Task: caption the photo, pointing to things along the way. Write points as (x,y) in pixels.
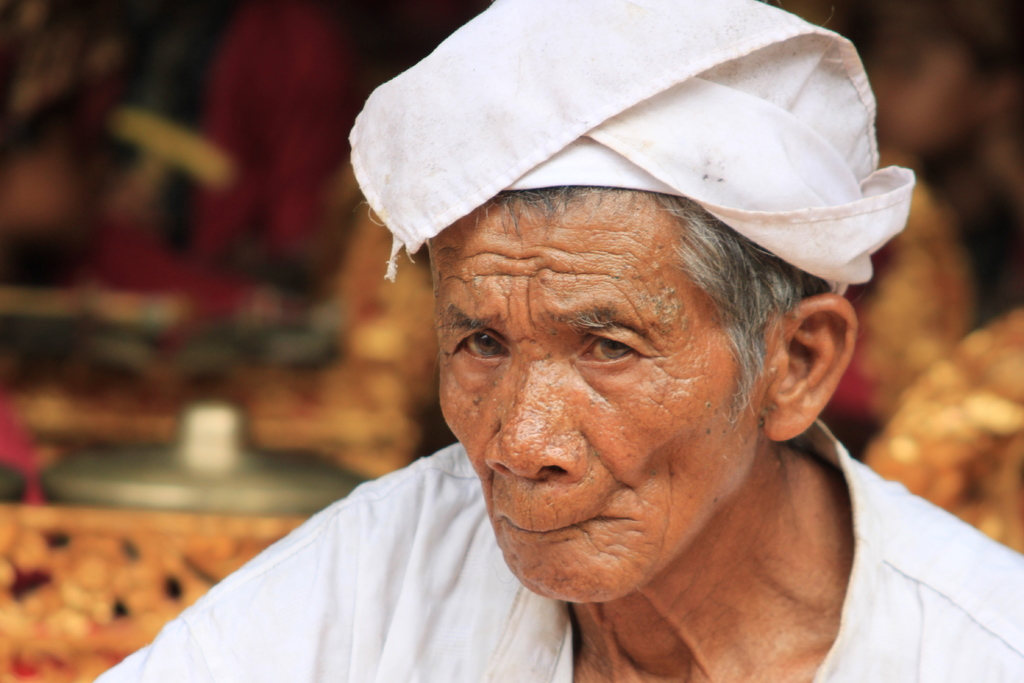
In this picture we can see a man (461,611) in the front (610,530), there is a cloth (679,108) on his head (690,511), we can see a blurry background (125,135).
